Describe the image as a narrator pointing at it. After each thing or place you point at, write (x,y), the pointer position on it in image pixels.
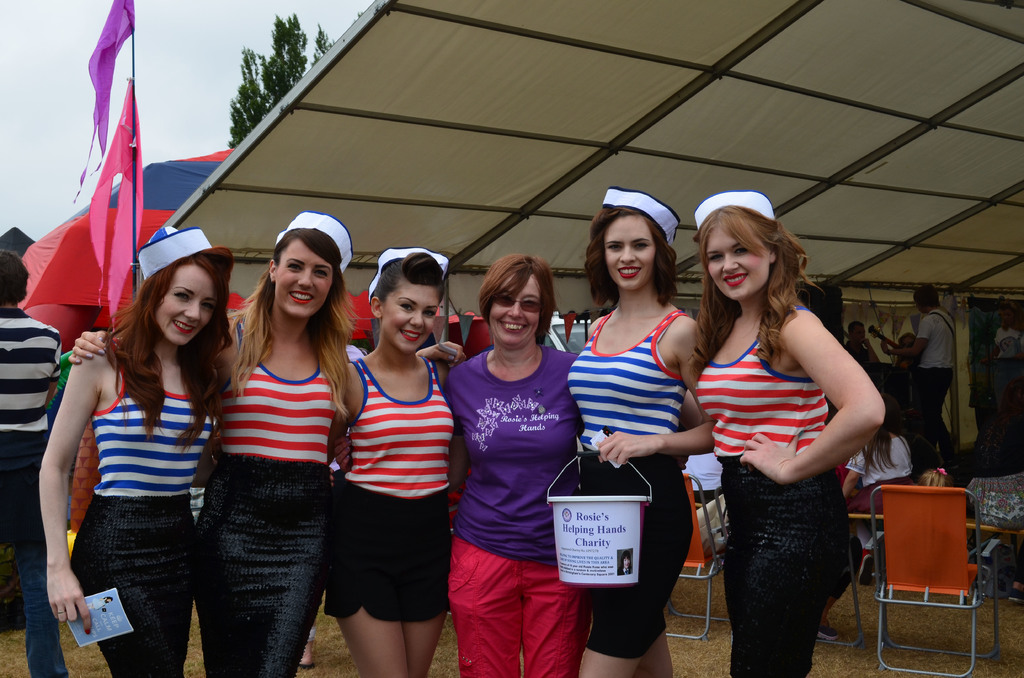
In this picture we can see a group of woman (497,399) standing and they are smiling and in background (466,3) we can see shed (661,136), some more persons (864,483), chairs (889,550) here this woman (621,430) holding bucket (578,535) in her hand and here paper (101,603).
